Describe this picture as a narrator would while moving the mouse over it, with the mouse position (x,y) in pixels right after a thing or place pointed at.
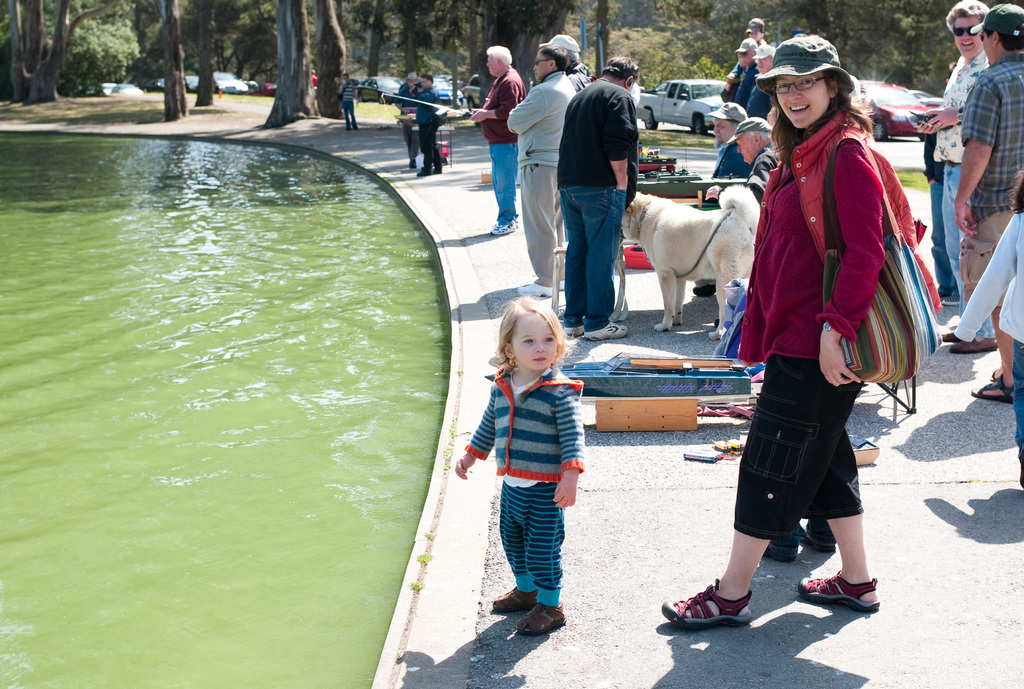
In this image I can see the water (213,482), the ground (645,642), few persons (757,340) standing on the ground (632,649), a dog (670,208) which is white in color, few other objects (719,379) on the ground (652,349) and in the background (541,17) I can see few trees (502,31), the road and few vehicles (654,102) on the road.
